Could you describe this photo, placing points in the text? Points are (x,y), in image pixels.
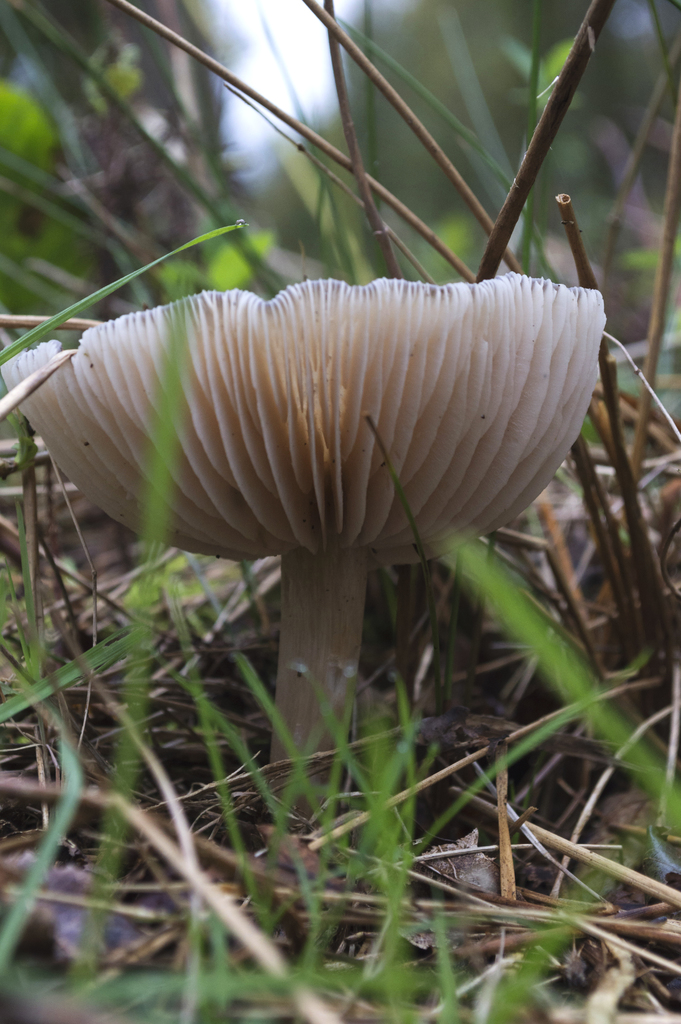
In this image we can see a mushroom (316,549), around the mushroom (323,510) we can see the grass (409,80) and the background (441,73) is blurred.
